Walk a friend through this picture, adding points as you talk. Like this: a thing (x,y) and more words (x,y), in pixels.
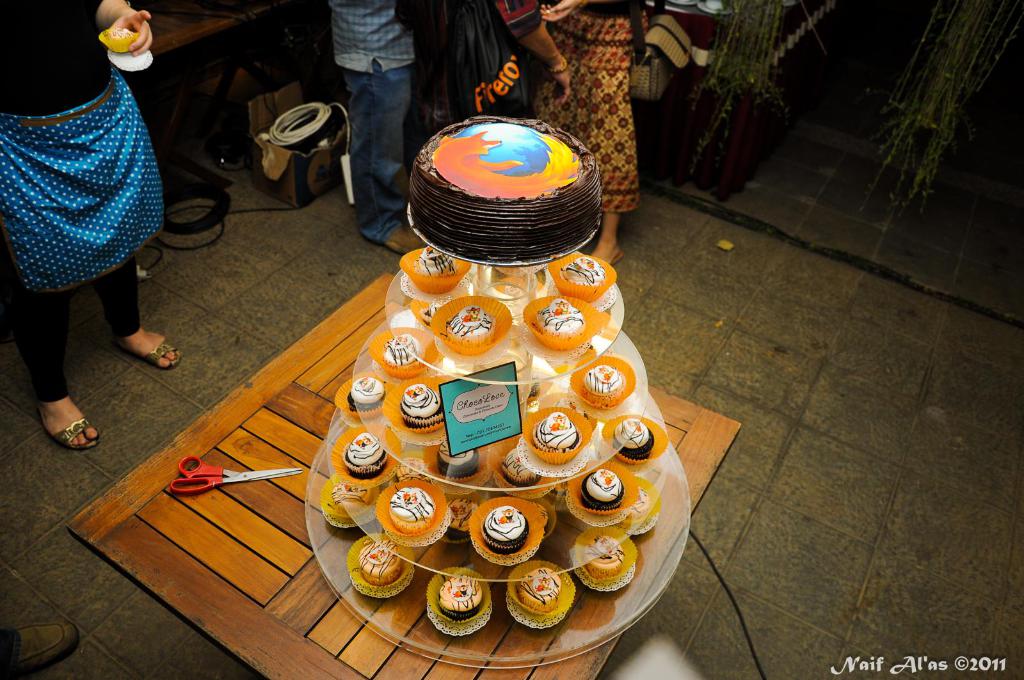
In this picture we can see a table (214,593), there is a cake stand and scissors (223,474) present on the table (232,510), we can see cup cakes (559,452) and a cake (530,192) on the stand (549,363), in the background (596,38) there are some people (557,44) standing, we can see cardboard box (311,161) and wires (304,110) at the bottom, at the right bottom (959,666) there is some text (891,669).
